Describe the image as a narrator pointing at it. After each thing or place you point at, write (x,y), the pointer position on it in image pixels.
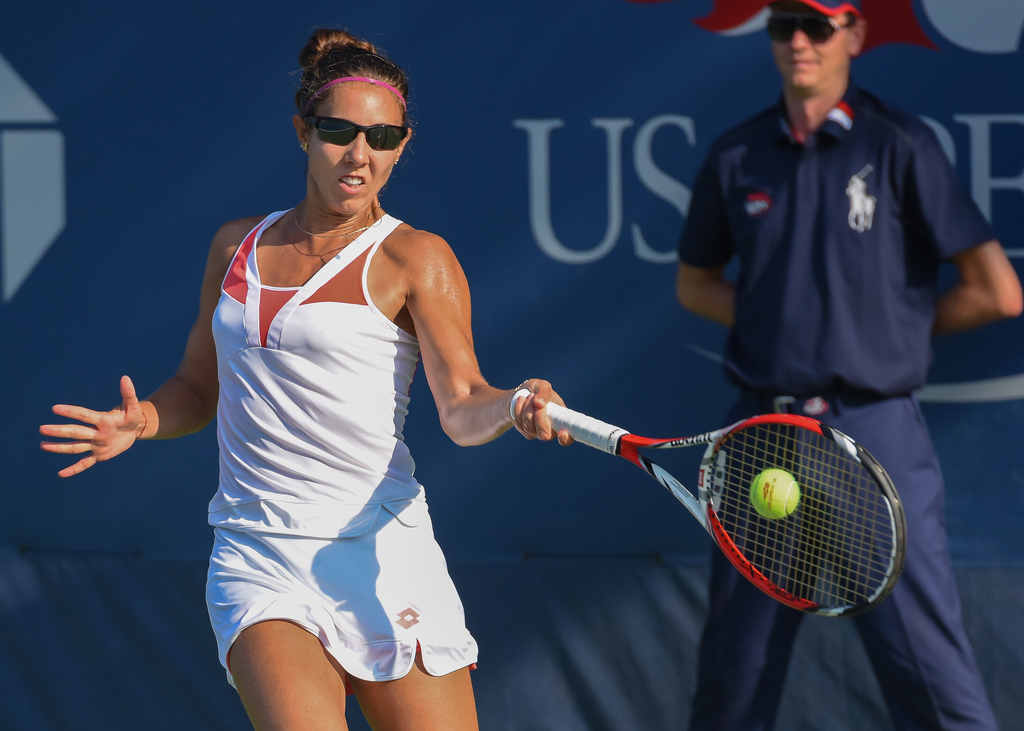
In this image we can see there is a person (325,499) playing tennis and there is another person (770,276) standing. And at the back (105,218) there is a banner (7,627).
